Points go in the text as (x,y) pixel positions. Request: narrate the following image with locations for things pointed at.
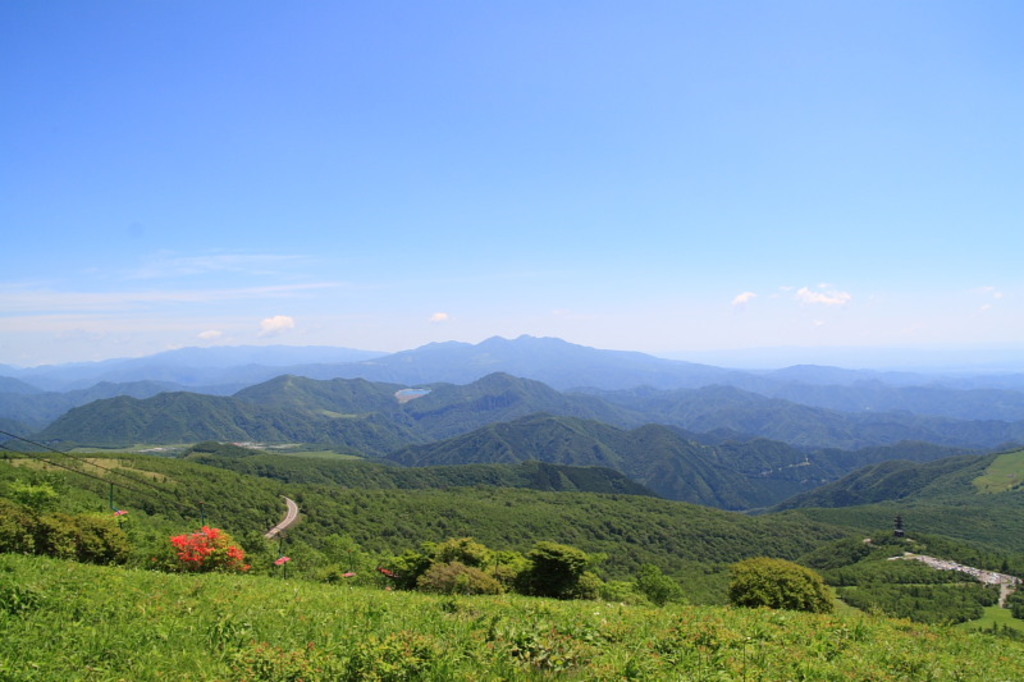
On the bottom (913,670) we can see grass (776,668). Here we can see road (273,529) and some electrical wires (70,463). On the background (940,409) we can see many mountains (502,468). On the right (920,518) we can see plants (782,602), trees (966,578) and grass (827,623). On the top (627,57) we can see sky (827,284) and clouds (811,295).
